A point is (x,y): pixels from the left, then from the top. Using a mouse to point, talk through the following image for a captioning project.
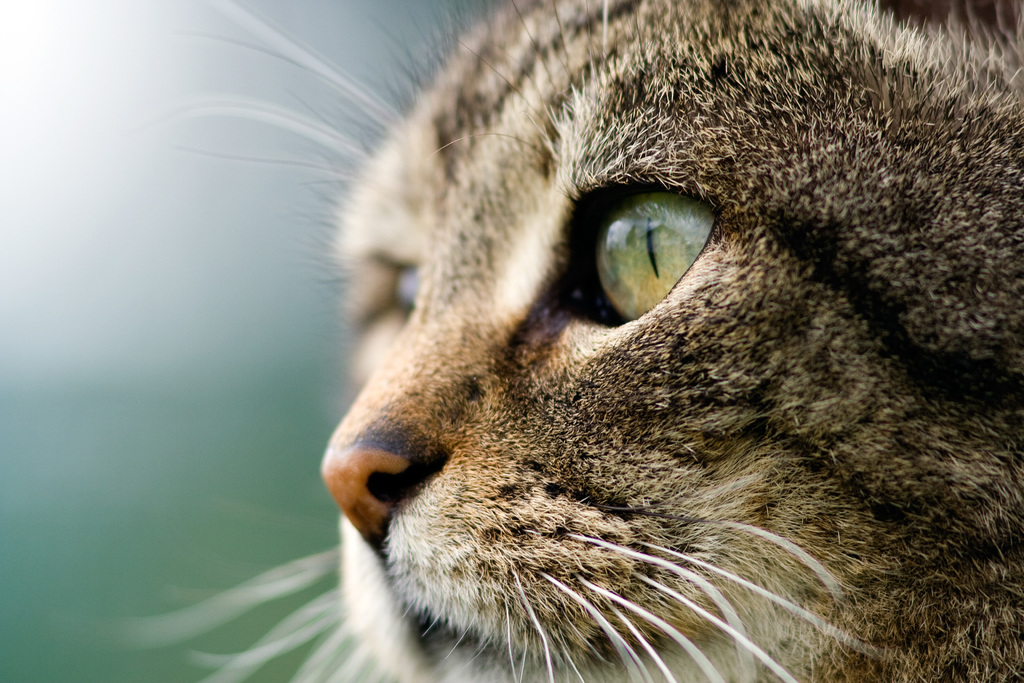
This is the close up view of a cat (808,463). The background (219,222) is blurred.
